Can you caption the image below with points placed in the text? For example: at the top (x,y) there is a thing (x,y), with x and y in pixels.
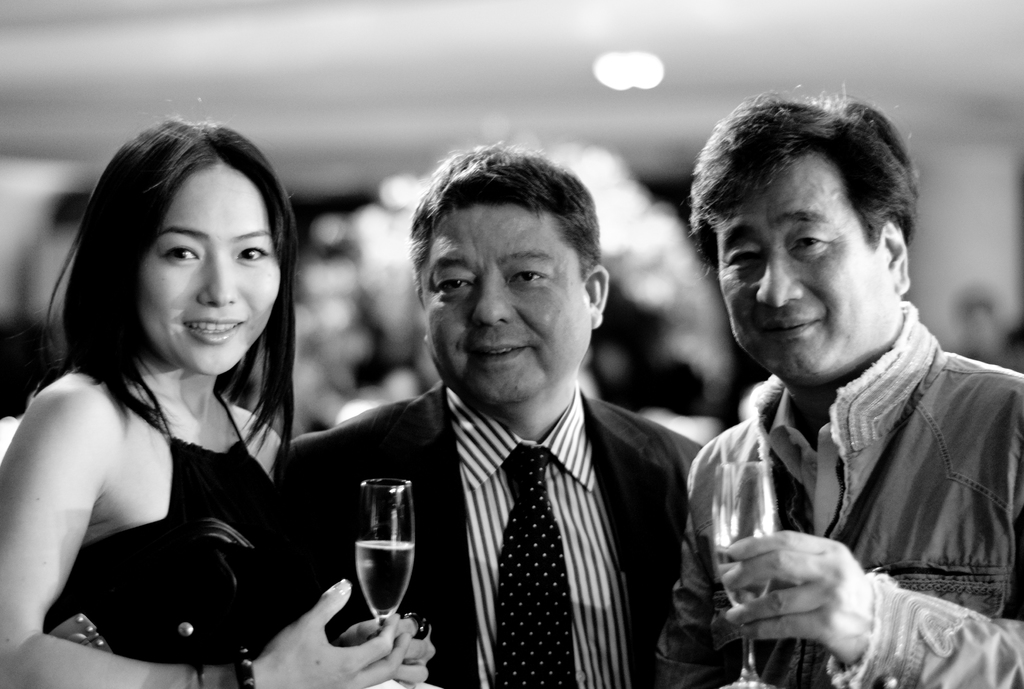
there are three persons (435,496) standing together in which two persons (827,297) are men (782,321) and one person (199,316) is woman (222,463), they are catching a glass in their hand (408,626) with a liquid (397,582) in it.
